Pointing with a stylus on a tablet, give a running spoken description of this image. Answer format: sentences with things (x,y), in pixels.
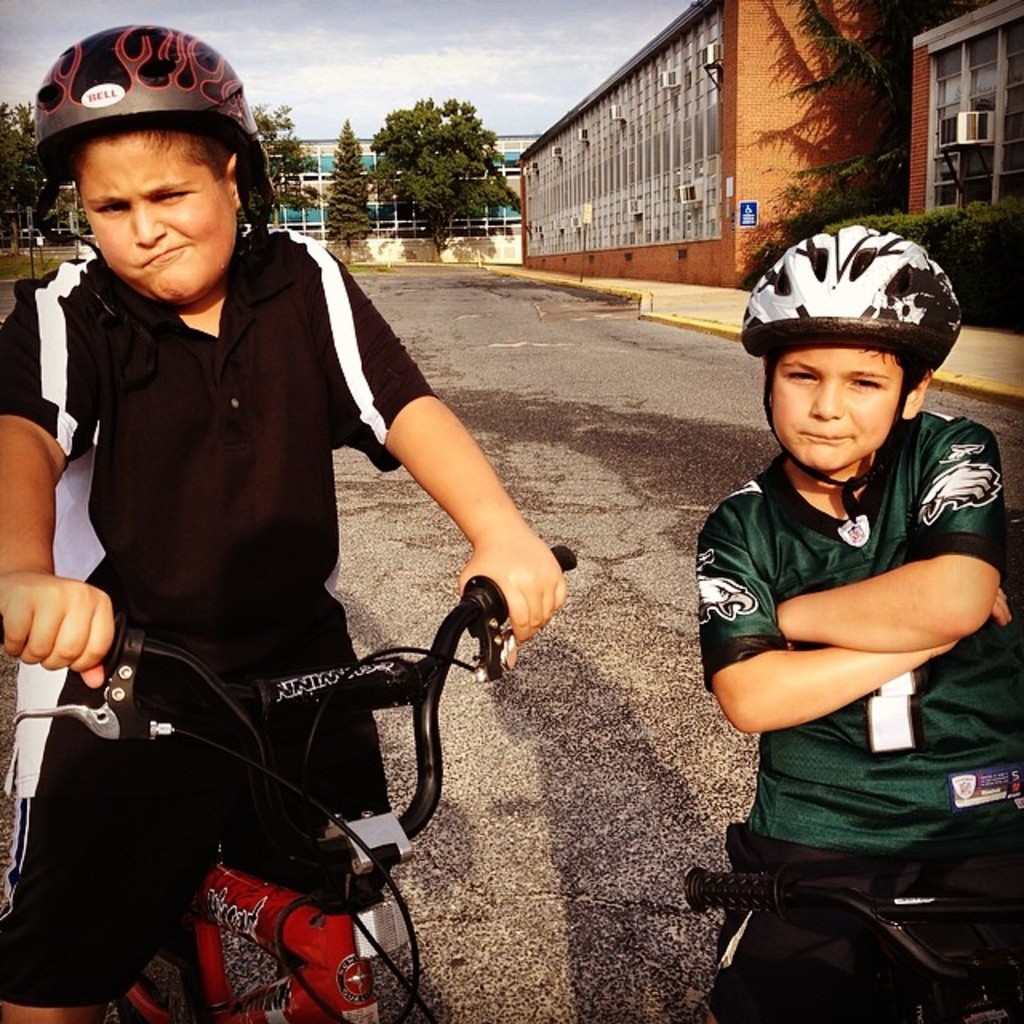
This picture describes about two boys (79,352), they are seated on the bicycle (337,940) in the background (696,216) we can see some shrubs (951,229), buildings (598,168) and trees (396,171).
